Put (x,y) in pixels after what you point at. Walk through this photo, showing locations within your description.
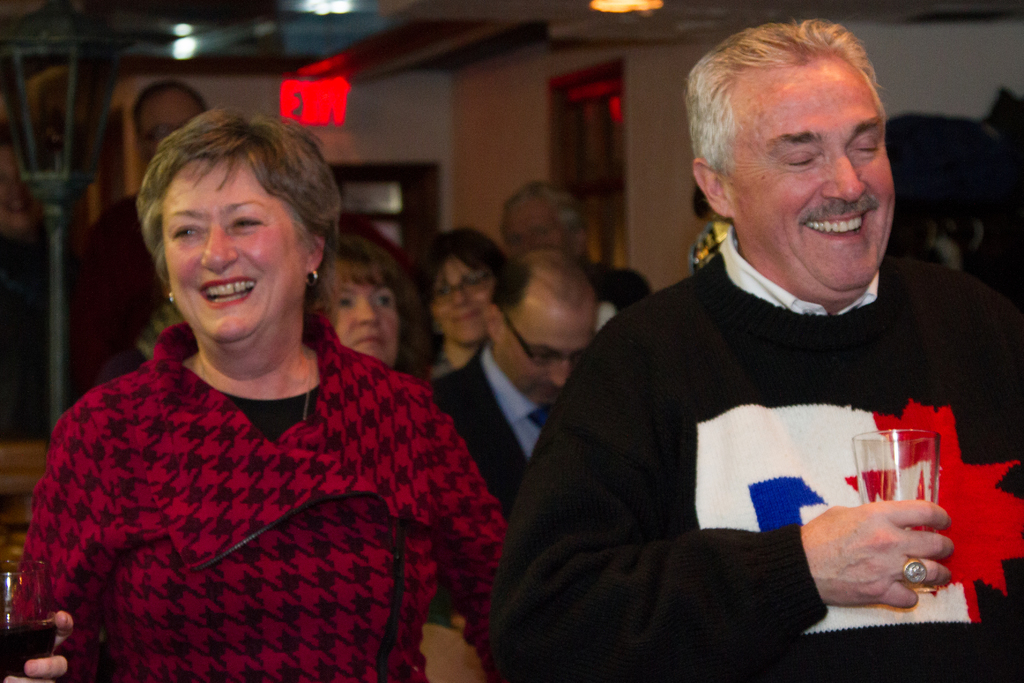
In this image I can see a man (828,222) and a woman (242,231). The man (870,403) standing on the right hand side (887,392) is holding a glass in his hand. I can see some more people (446,310) behind them. I can see the background (451,88) as blurred. I can see some other person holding glass (35,614) in his hand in the bottom left corner (25,649).
